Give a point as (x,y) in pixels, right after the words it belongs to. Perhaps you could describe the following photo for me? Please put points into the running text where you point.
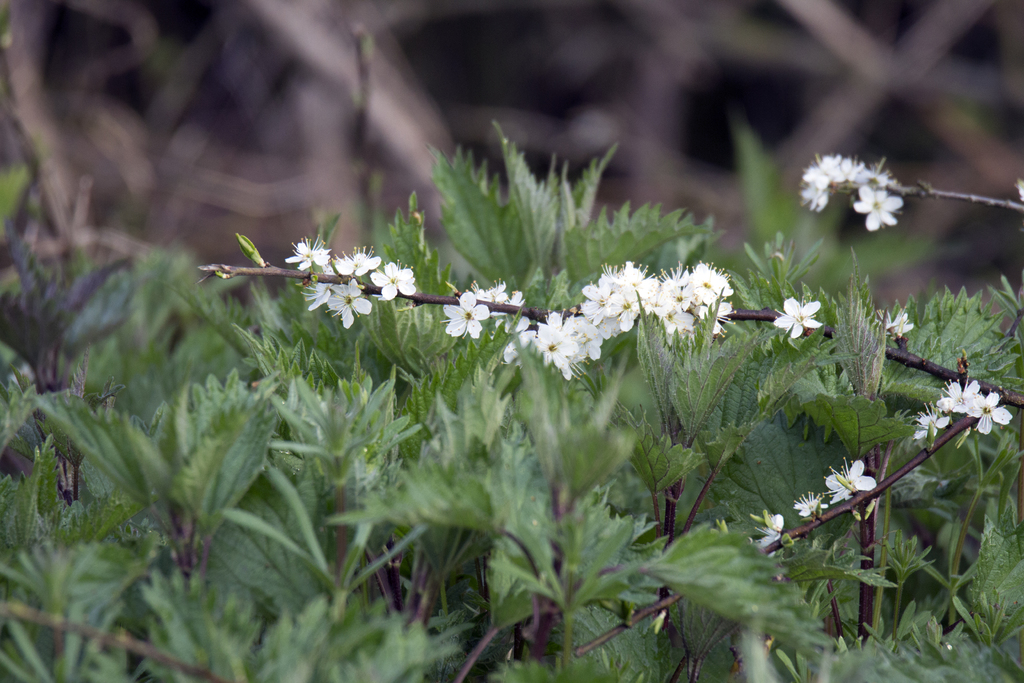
In this image in the center (471,451) there are plants (451,450) and there are flowers (806,300) and the background (876,59) is blurry.
